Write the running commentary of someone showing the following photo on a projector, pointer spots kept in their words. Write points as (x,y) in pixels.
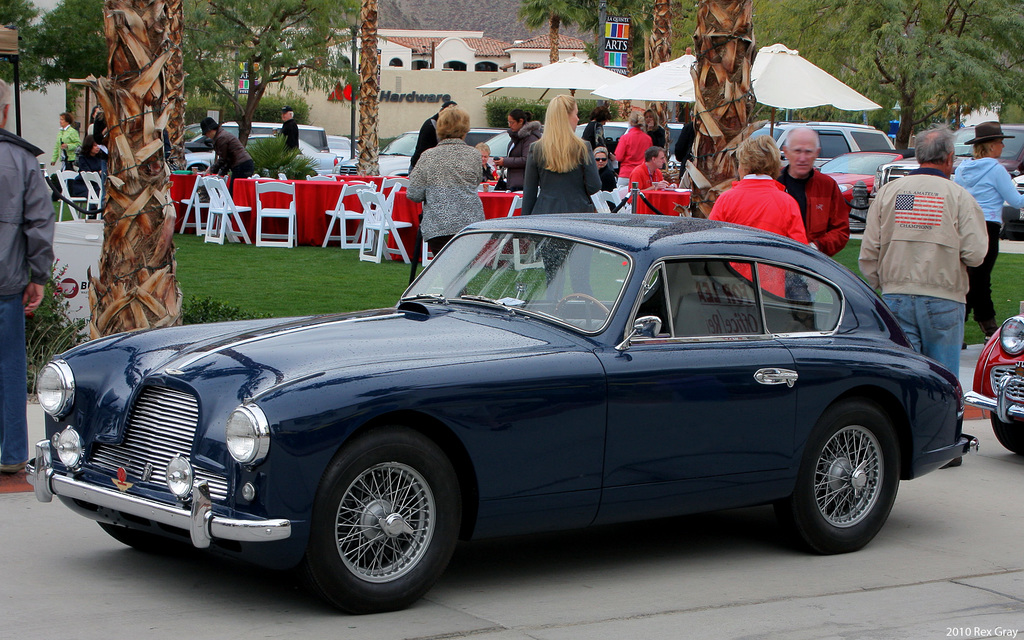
In this image I can see few vehicles (400,456). In front (295,485) the vehicle (496,456) is in blue color and I can also see few persons (456,207) standing, few tables (250,225) and chairs (228,211), trees (364,134) in green color and I can see few buildings (441,48) in white color.
